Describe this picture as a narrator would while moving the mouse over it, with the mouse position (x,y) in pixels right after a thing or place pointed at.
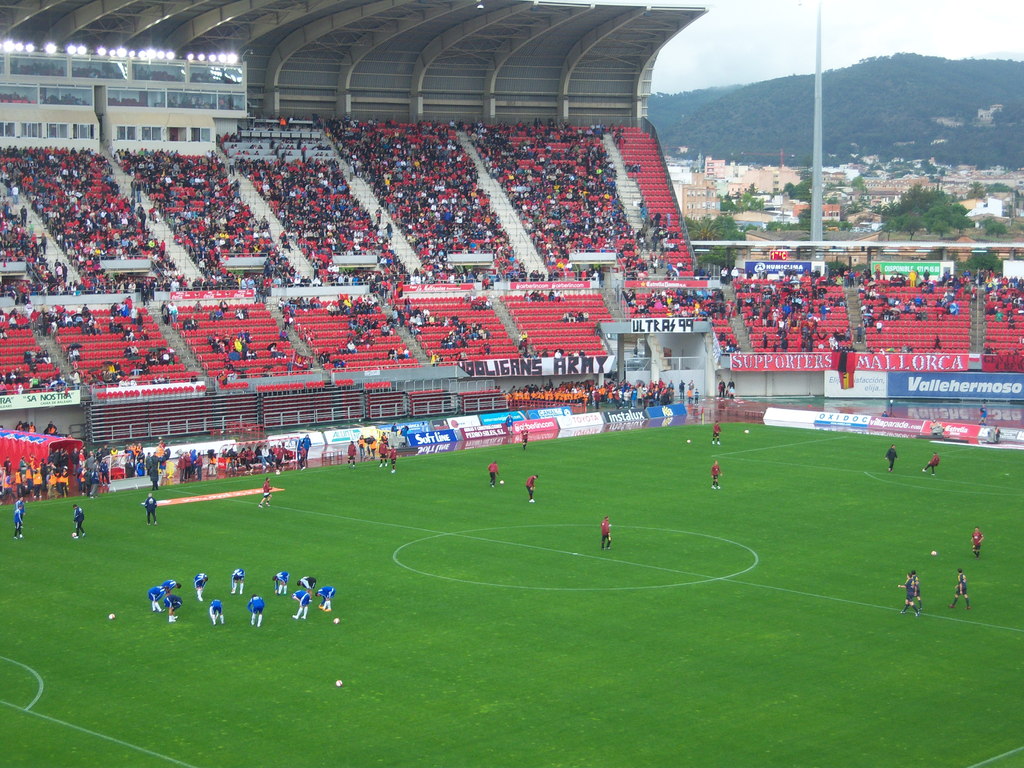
There are people (394,453) on the green surface (288,751) and these people (161,591) are doing warm up. These are audience (496,179) and we can see stadium (585,300). In the background (818,209) we can see pole (818,209), buildings (772,168), trees (846,118) and sky (841,65).
